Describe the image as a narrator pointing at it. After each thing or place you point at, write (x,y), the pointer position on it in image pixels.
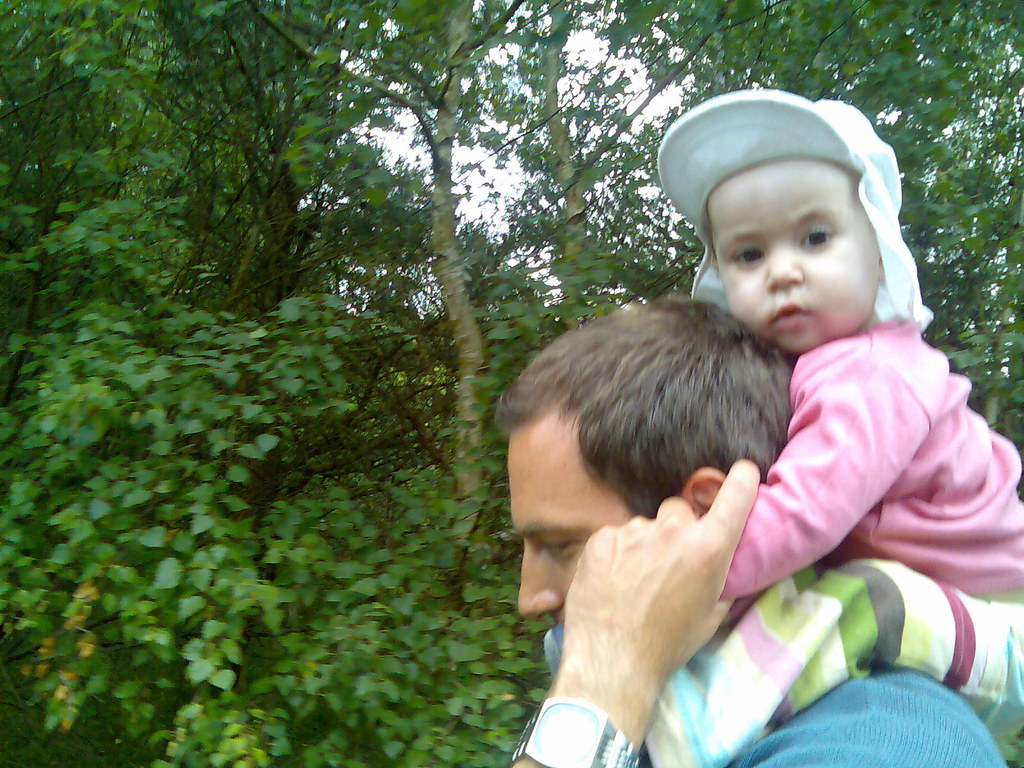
In this image, we can see a man (733,360) holding a baby (822,455) on his shoulders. In the background (324,245), there are trees (276,423).
